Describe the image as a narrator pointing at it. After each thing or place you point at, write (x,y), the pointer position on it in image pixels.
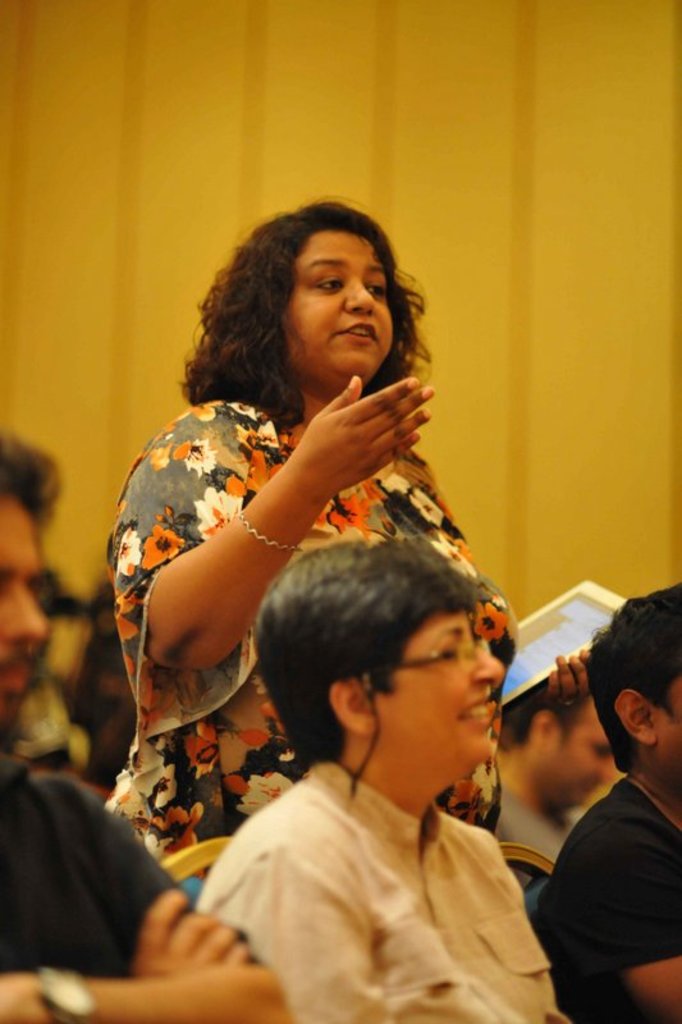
In this image we can see a group of people (517,766). One woman (392,364) is holding a tablet (546,608) in her hand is standing. Some persons (272,891) are sitting on chairs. One woman (407,875) is wearing spectacles (435,655). In the background (425,142), we can see the wall (309,135).
